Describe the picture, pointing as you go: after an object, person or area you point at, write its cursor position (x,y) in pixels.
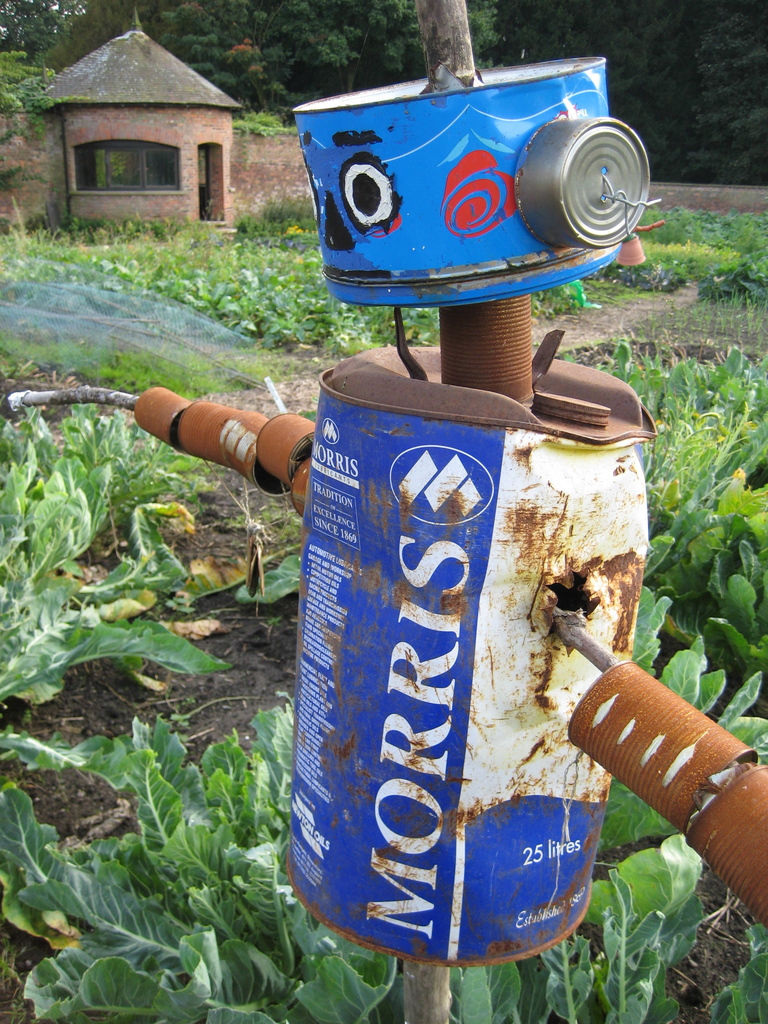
In this image I can see a wooden pole (423,971) to which few container (458,643) which are blue and white in color and few other containers (649,737) which are brown in color are attached In the background (635,376) I can see the ground (620,322), few plants (9,473), a building (138,214) and few trees (273,29).
